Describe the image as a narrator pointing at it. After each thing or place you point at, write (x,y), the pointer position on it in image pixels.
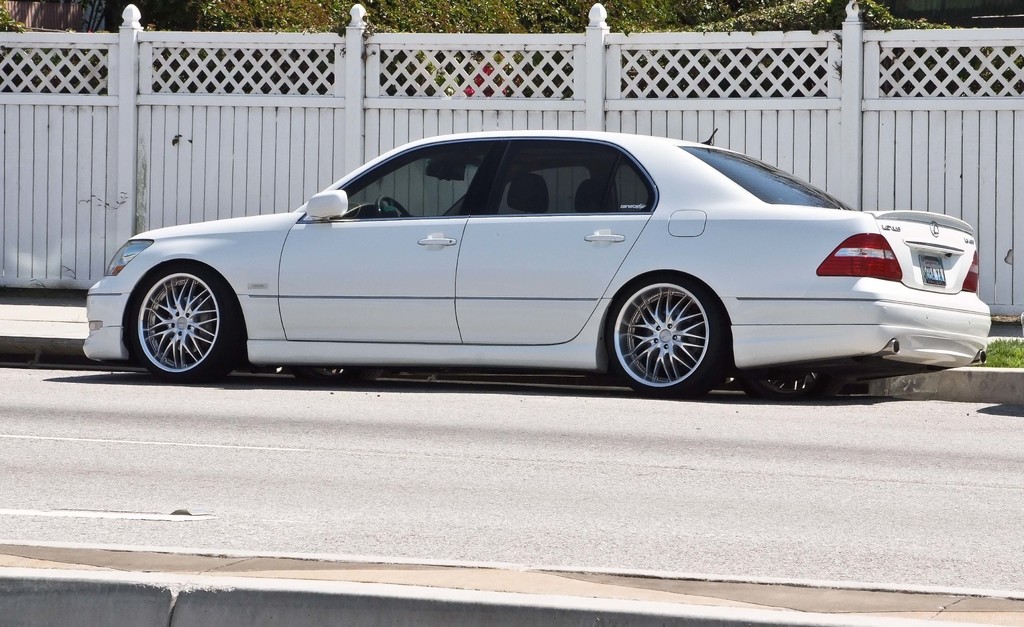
In the background (627,64) we can see trees (349,4) and fence (1005,97). In this picture we can see a white car (641,213) on the road (784,477). On the right side of the picture (986,349) grass (1005,344) is visible.
